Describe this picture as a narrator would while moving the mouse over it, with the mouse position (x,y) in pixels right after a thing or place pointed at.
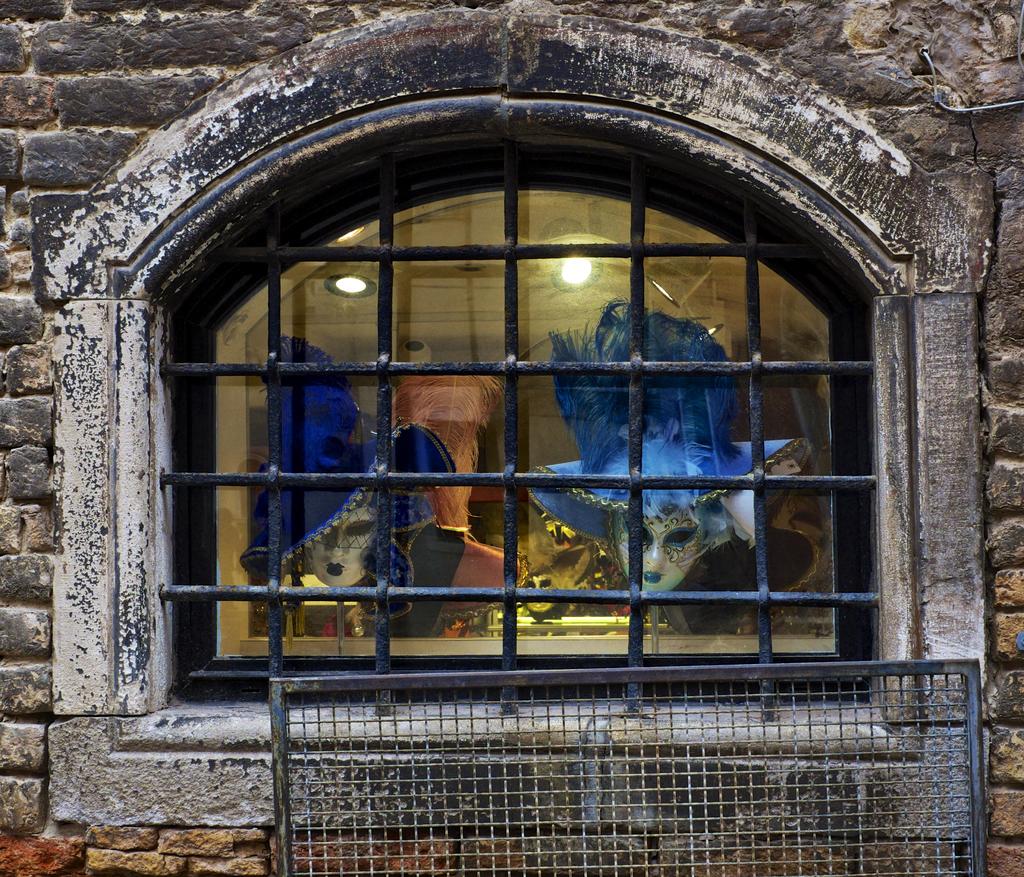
In this image there is a wall (80,56) and we can see a window (267,615). There is a mesh (796,755). We can see masks (365,561) and lights (583,275) through the window glass (688,285).
